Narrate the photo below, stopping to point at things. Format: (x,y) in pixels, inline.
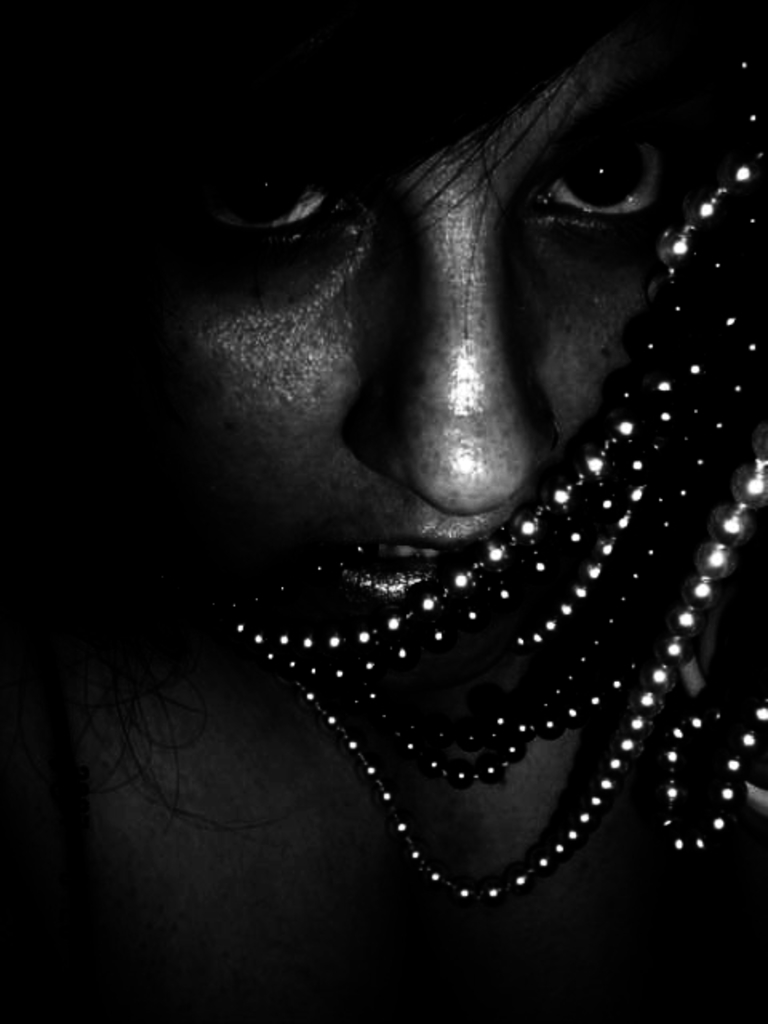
In this image I can see the person's face (461,466). In front (766,719) I can see the jewellery (510,551) and I can see dark background (9,261).
